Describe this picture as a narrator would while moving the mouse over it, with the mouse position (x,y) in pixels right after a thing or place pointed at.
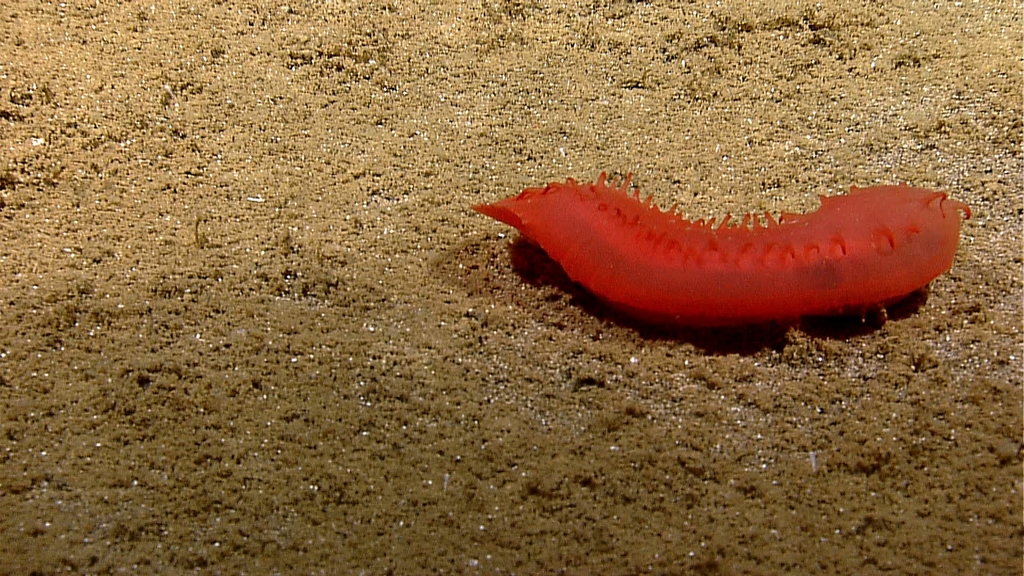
In the picture I can see an orange color sea cucumber (595,234) on the ground (215,239).
